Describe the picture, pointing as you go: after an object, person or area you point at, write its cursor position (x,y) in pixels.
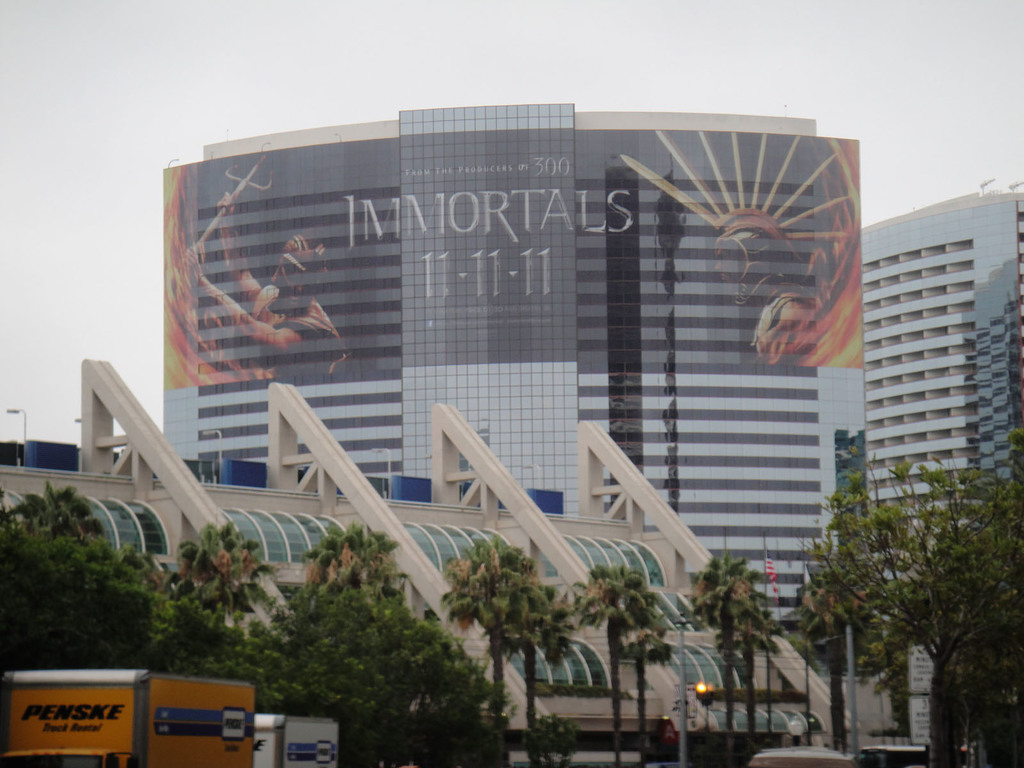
In this picture there are buildings (833,320) and trees (47,651) and there are poles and flags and there are vehicles (761,761). At the top (33,163) there is sky (76,243) and there is a text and there are pictures (240,300) of the person (289,268) on the building (404,188).
